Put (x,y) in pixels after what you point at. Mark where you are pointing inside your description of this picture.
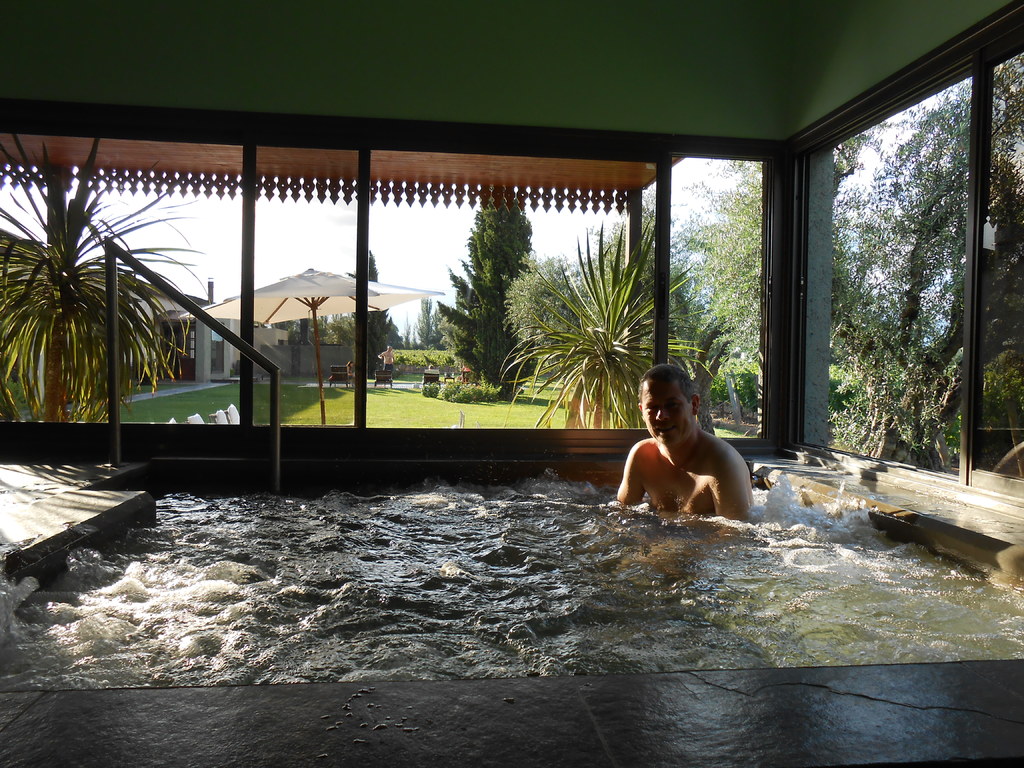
In the image we can see there is a man (664,461) in water (525,561). In the background (400,422) there is grass (399,409), umbrella (386,291), trees (554,301) and sky (399,239).
